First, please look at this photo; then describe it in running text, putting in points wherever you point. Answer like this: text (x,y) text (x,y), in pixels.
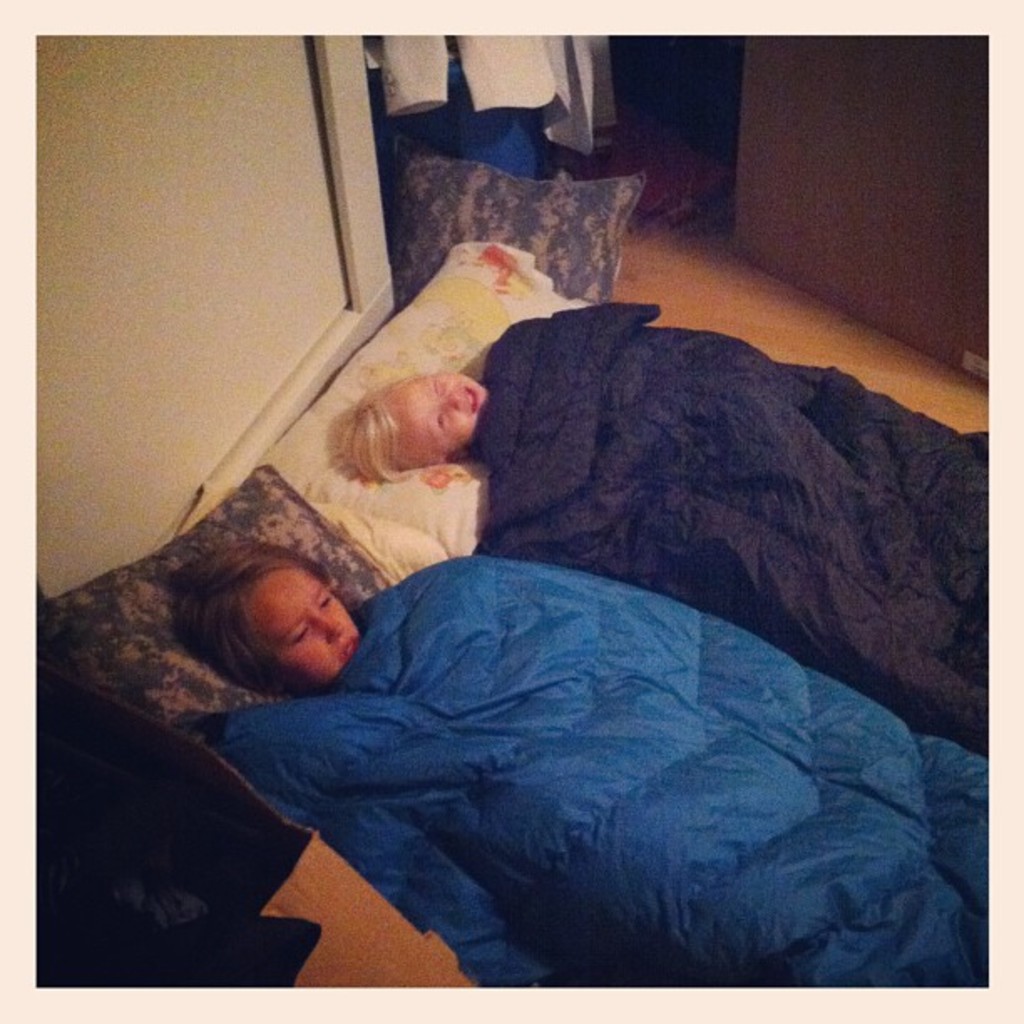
In the image there are two kids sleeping on the floor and there are two pillows (271,494) under their heads (248,570) and there are two bed sheets (502,675) on the kids (376,436), in the background (439,219) there is a pillow (477,202), a coat (436,100).
